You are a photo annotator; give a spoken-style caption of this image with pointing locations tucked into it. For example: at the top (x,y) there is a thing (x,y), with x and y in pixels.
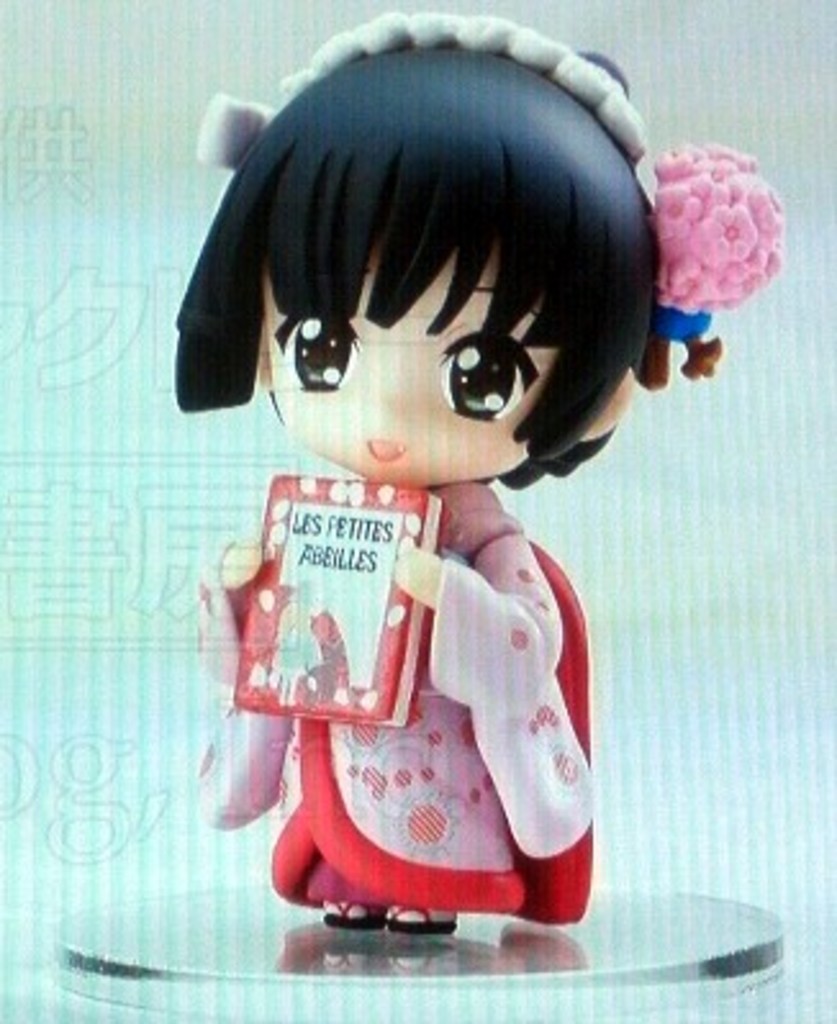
In this image there is a doll (474,336), holding a book (317,551) in the hands (257,555). It is placed on a clear surface (341,978). It is an edited image.
